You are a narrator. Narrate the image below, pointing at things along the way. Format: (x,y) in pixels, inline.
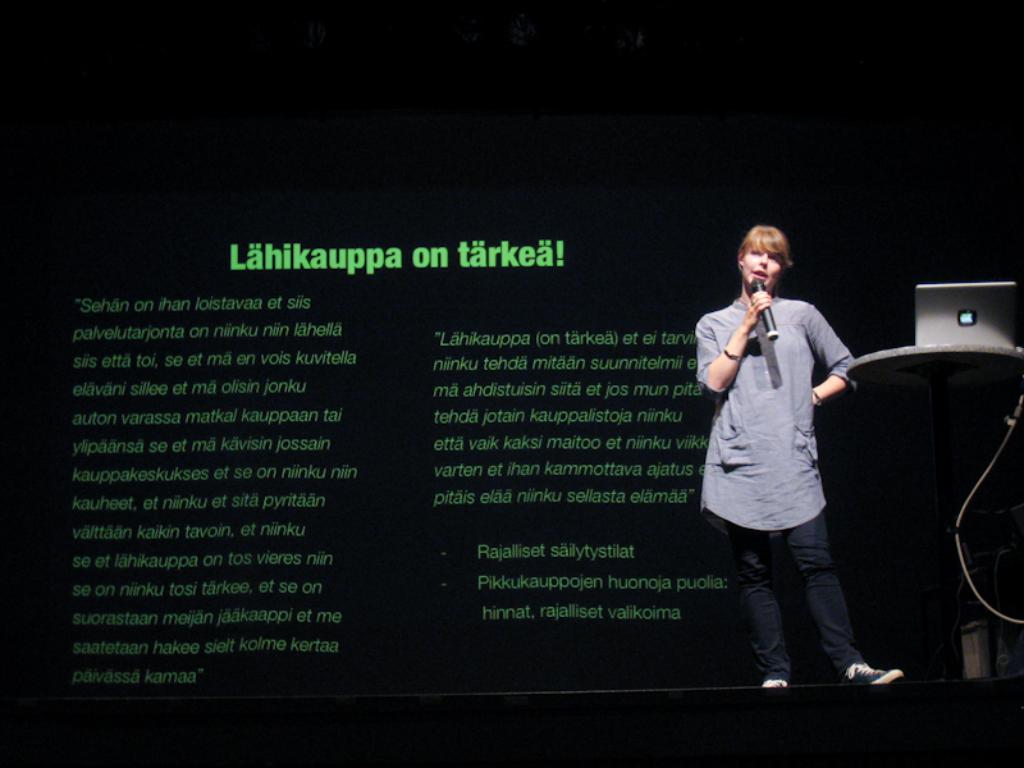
In the picture there is a woman (732,501) standing on the stage (8,744) and speaking. Beside her there is a table (966,347) and on the table (932,350) there is an apple laptop (938,322) behind a woman (835,386) there is a projector (264,306) and something is being displayed on the projector (239,606).
